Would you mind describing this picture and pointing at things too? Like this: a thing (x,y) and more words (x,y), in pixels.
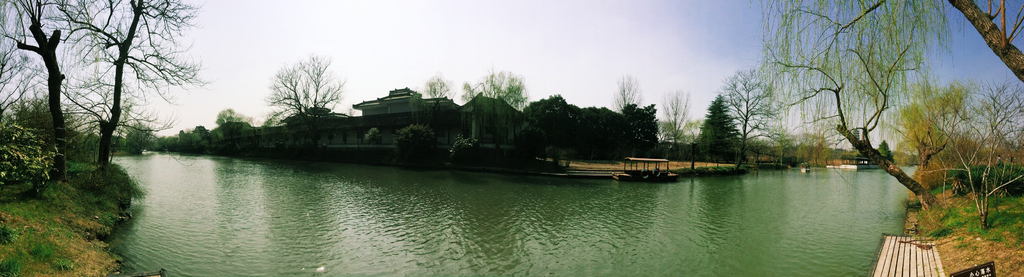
In this image at the bottom (519,266) there is a river (808,257), and on the right side (965,214) and left side (51,193) there is some grass (60,207), and, plants (969,190). And in the background (120,135) there are some houses (322,126), trees (604,111), and a boat (642,174). And at the top (248,41) there is sky (647,58), and on the right side of the image (905,263) there is a wooden board (908,265).
